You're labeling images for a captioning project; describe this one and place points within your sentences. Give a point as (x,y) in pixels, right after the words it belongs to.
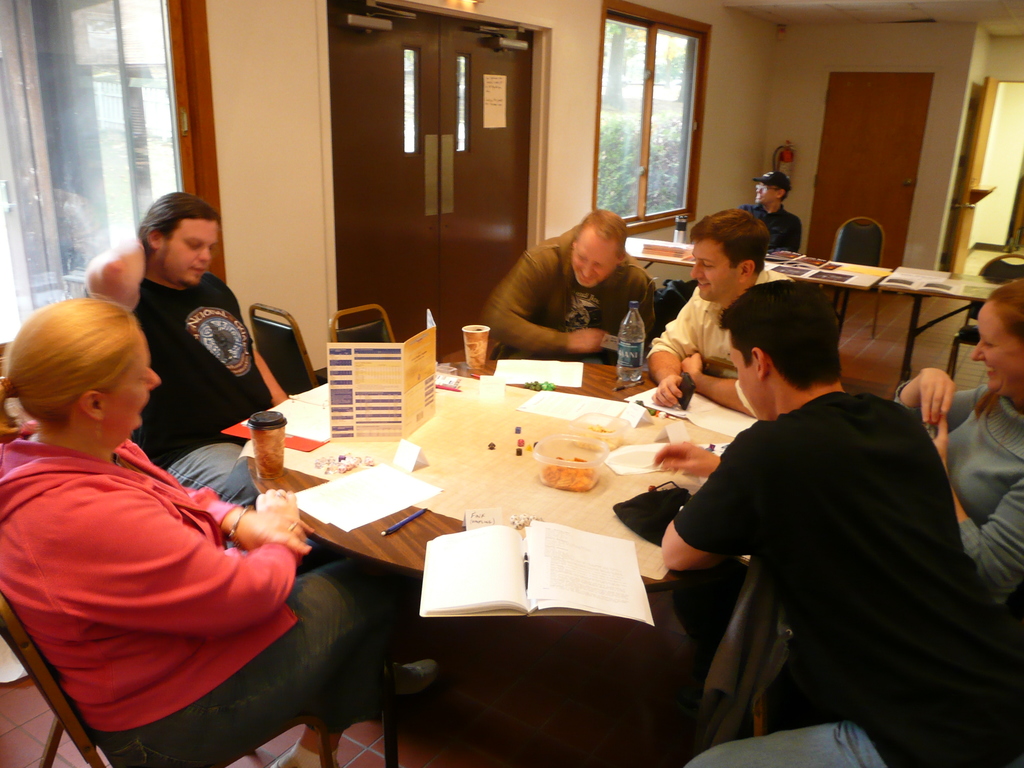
As we can see in the image there is a wall (259,106), window (629,105), a door (444,100), few people (827,623) sitting on chairs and a table (506,469). On table (498,530) there are books (509,559), box (541,480), papers (406,479), pens (400,527), bottle (629,332) and glass (476,342).
